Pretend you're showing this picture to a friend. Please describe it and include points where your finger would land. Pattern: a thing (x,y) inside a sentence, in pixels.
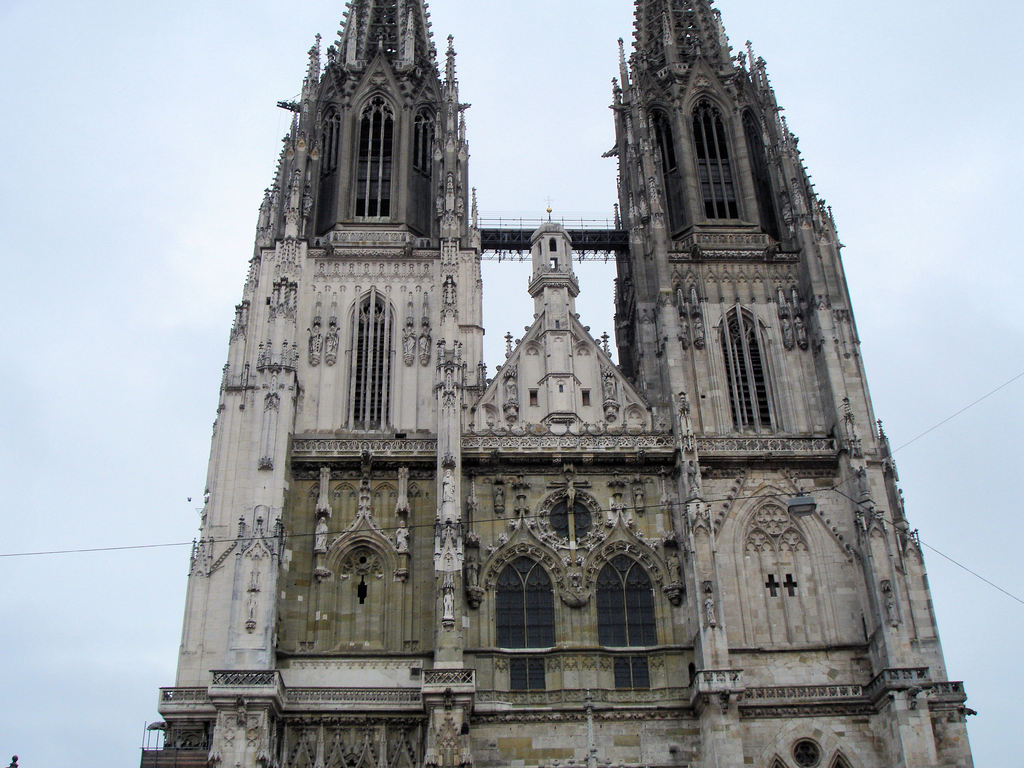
In the image we can see a building (730,129). Behind the building (844,288) there are some clouds (28,449) in the sky (20,491).
